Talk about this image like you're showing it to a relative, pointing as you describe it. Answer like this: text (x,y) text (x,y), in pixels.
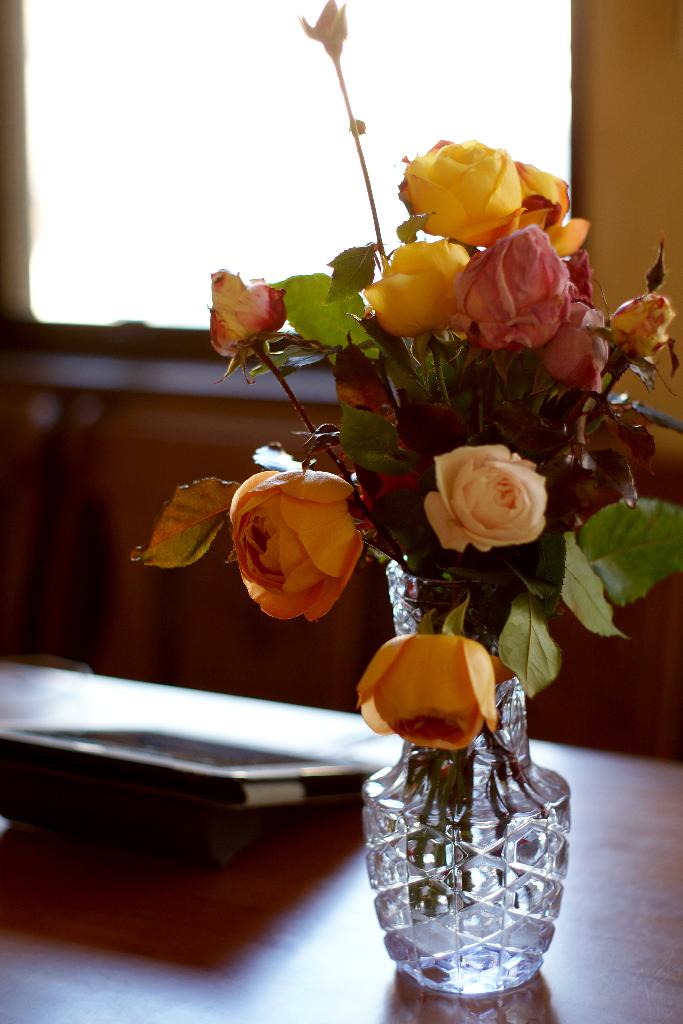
In this image there is a flower vase (365,801) on the table (259,858). In the background (203,128) there is a window (170,157). Beside the window (381,93) there is a wall (617,83). Beside the flower vase (417,821) there is an object (119,840) on the table (44,889). In the flower vase (412,848) there are rose flowers (458,660).
